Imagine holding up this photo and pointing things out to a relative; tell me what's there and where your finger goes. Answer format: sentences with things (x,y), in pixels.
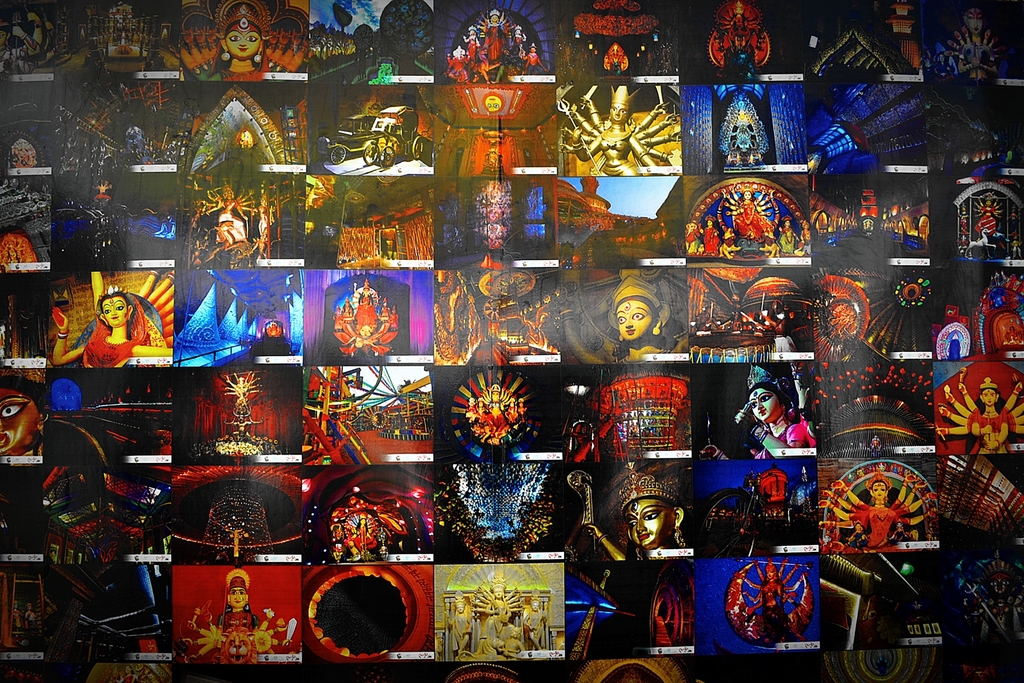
This is an edited image and made as collage image. In all the pictures, I can see few idols (137,312) and statues (630,131).
